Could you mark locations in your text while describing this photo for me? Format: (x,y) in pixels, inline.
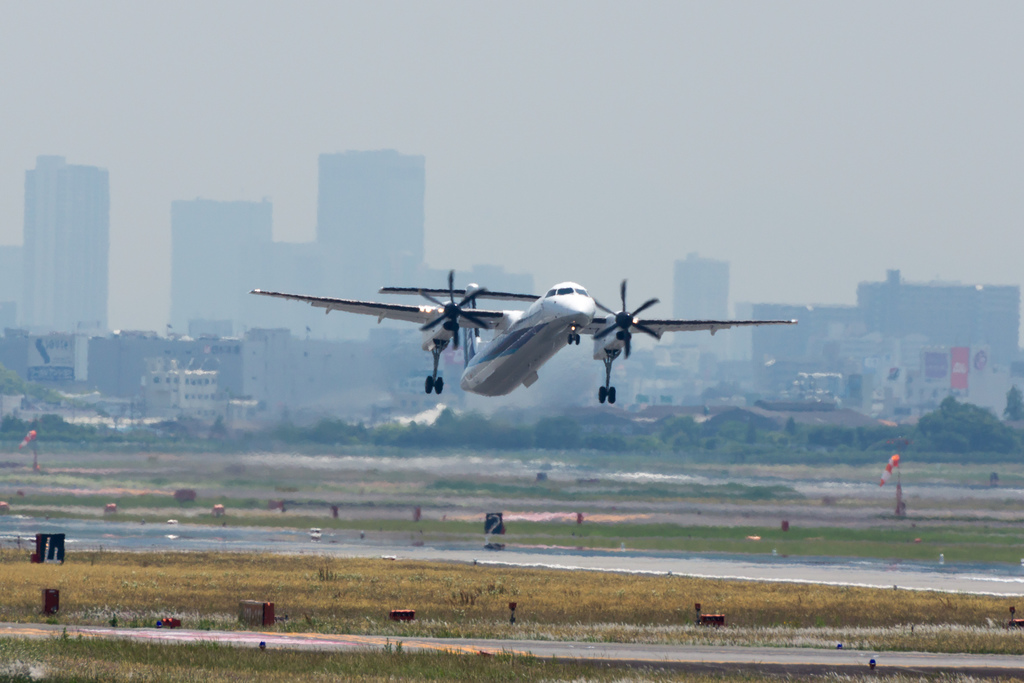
In the middle of the image (568,317), there is an airplane (504,392) flying in the air (604,302). Below this, there is a runway (824,568). In the background (196,265), there are buildings (316,245) and trees (386,424) on the ground (9,441) and there is sky (799,30).
